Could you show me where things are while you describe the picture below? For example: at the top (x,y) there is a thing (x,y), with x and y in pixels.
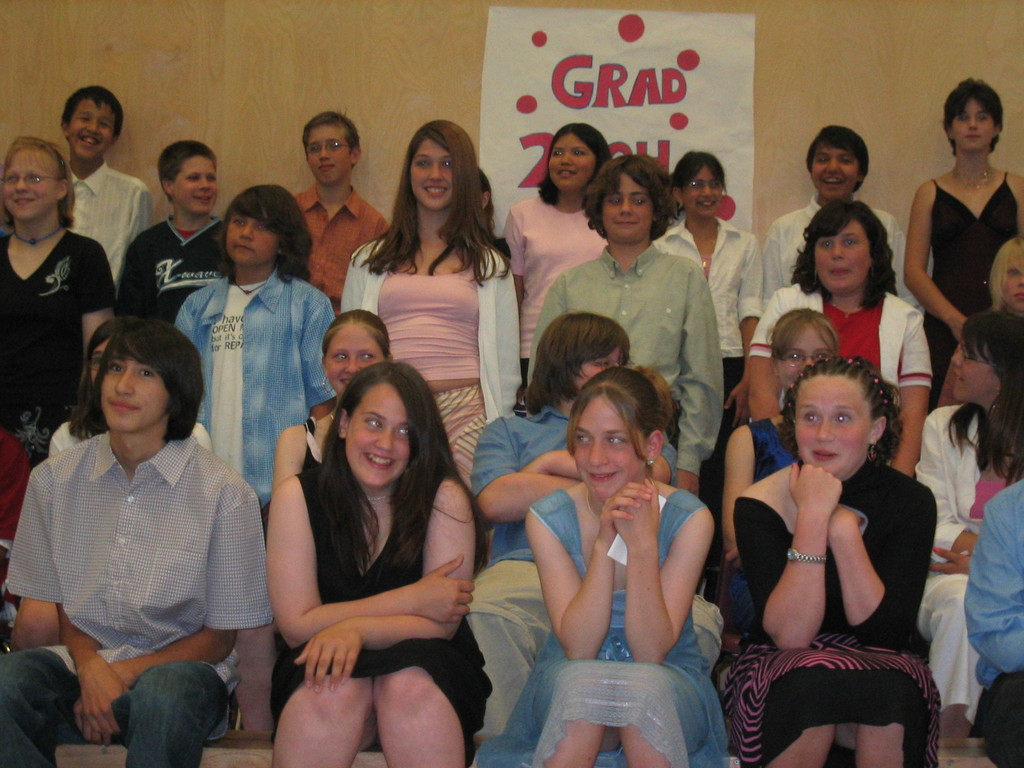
In this picture I can see there are a group of people (355,198), few of them are standing and few are sitting on the stairs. In the backdrop (588,72) there is a poster (557,98) and there is something written on it. These people (39,285) are wearing dresses (85,295), and few of them are having spectacles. They are smiling.
